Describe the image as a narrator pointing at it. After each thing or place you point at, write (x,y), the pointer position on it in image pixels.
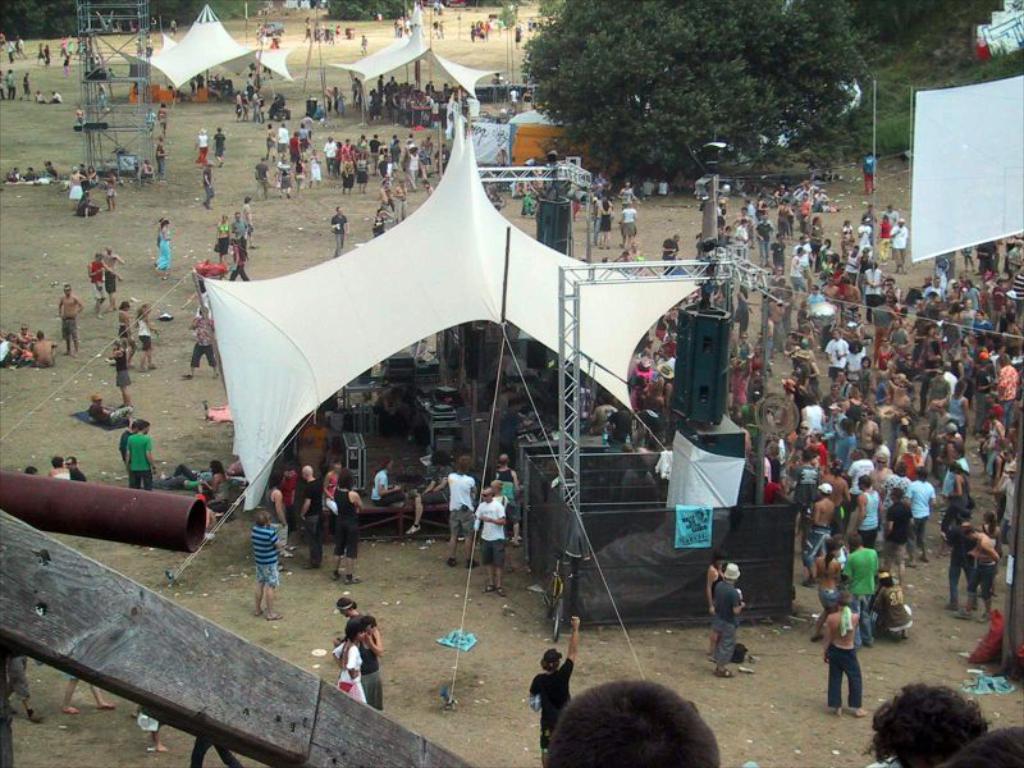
In this picture we can see a group of people (951,510) standing on the path (568,632) and on the path (483,586) there are stalls (444,208), trees (193,8) and other items (176,606).
